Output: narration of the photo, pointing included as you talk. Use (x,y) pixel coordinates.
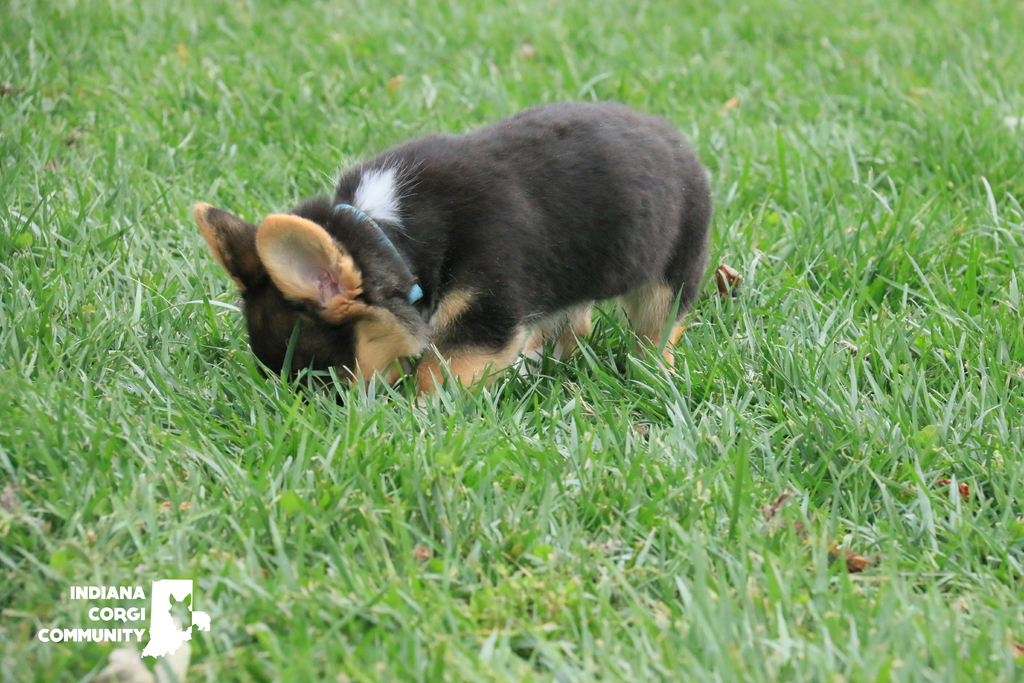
In this picture we can see one dog (449,304) standing on the grass (175,155).
